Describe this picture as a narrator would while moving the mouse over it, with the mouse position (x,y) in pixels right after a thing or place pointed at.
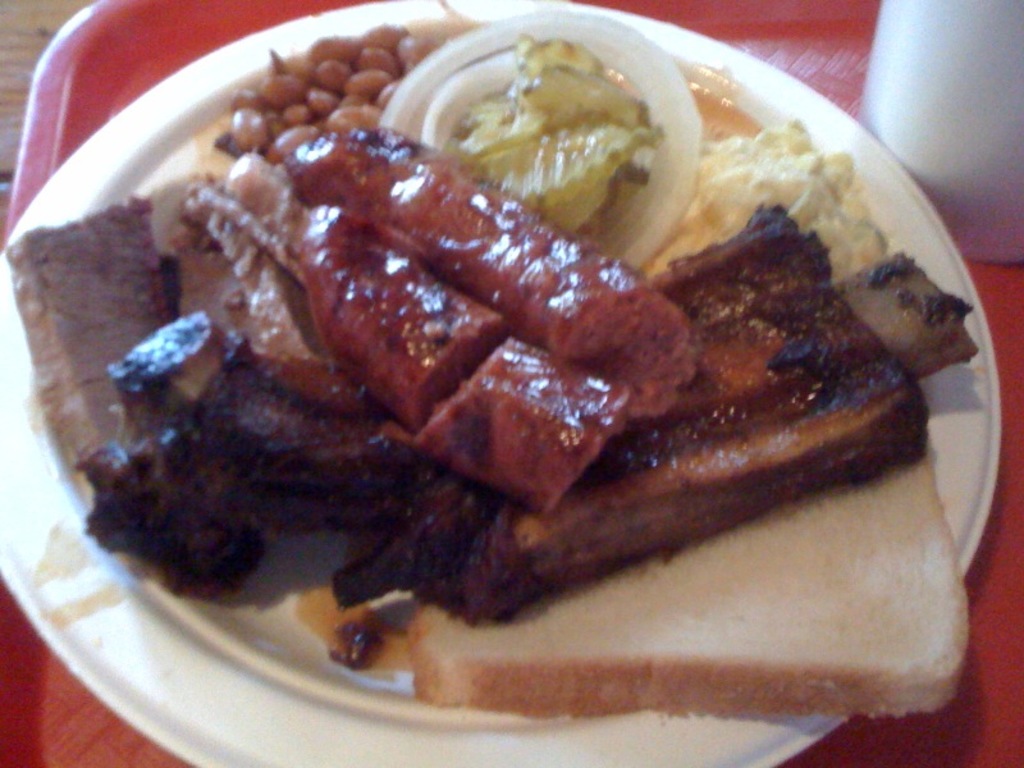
In this image on a tray (112,23) there is food (555,327). This is looking like a glass (956,88). The tray (51,44) is on a table (13,49).
